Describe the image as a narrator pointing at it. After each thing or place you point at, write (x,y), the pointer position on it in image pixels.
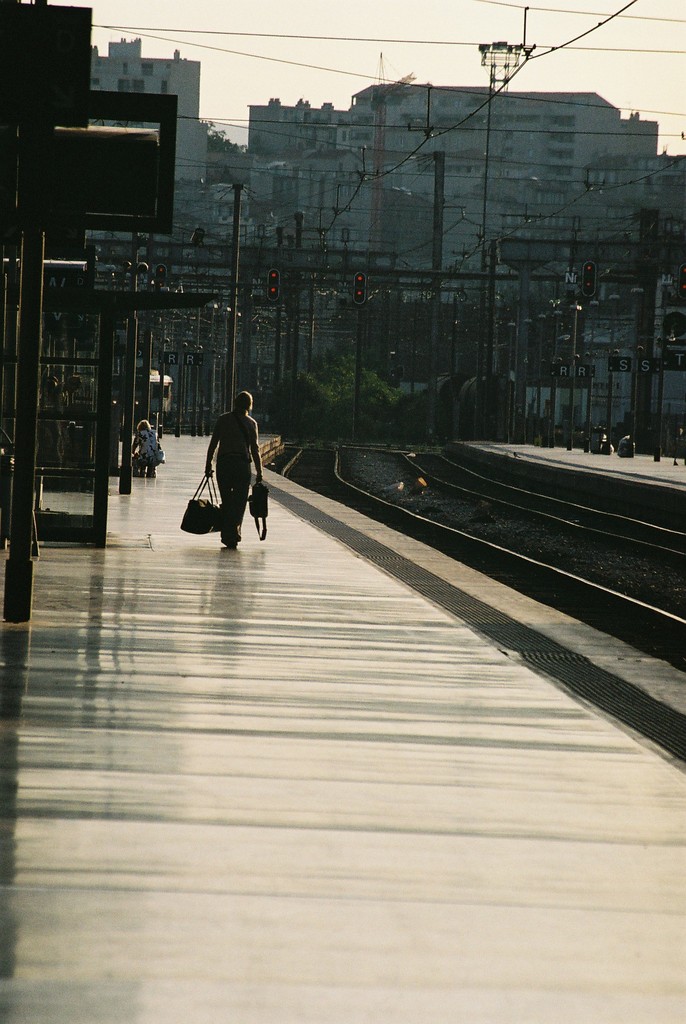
In this picture we can see a person (223,503) holding bags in hands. There is another person (142,431) on the path (423,579) on the left side (136,442). We can see a railway track (427,454), traffic signals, few poles (439,320) and some wires (315,67) on top (239,183).
